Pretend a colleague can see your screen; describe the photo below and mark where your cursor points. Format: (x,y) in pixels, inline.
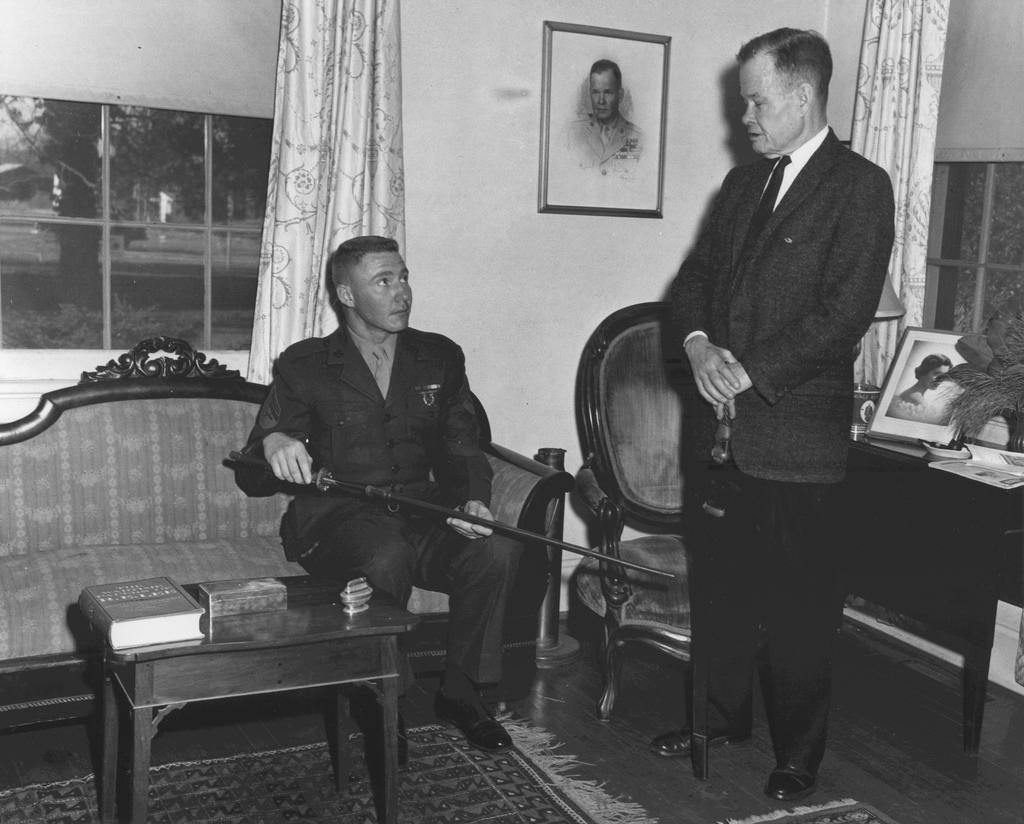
In this picture there is a man (744,98) standing on the right (800,55) and there's another person (419,523) sitting here on the sofa (249,550), he has a sword (275,469) in his hand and in the background (678,571) is a chair (627,417), table (961,478) with the plant (975,403), photo frame (945,430) and there is a curtain (920,142), there is a window (209,205) and another photo frame (611,201) kept on the wall (680,217), there is a book (102,621) and on the floor (605,754) there is a carpet (514,783).
